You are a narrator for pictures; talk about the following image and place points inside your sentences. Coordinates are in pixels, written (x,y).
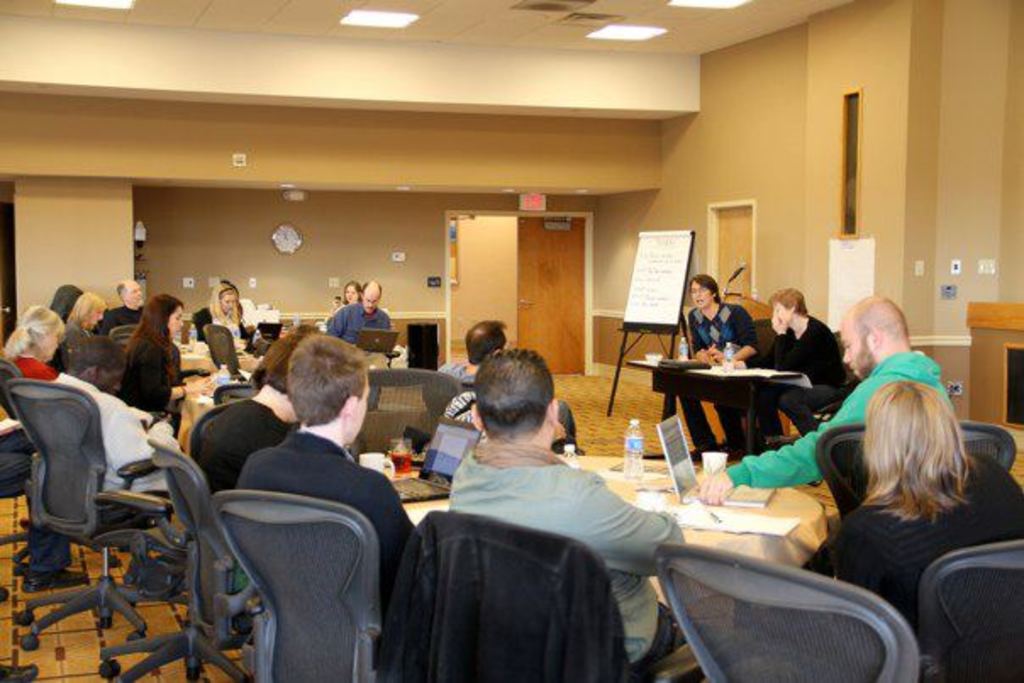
At the top (453,23) we can see ceiling (726,28) and lights (727,5). We can see a clock (291,233) over a wall (418,250). This is a whiteboard (655,289). This is a door (578,273). We can see persons (272,471) sitting on chairs (871,616) in front of a table (802,550) and on the table (647,480) we can see bottle (636,463), laptop (428,488), glasses (409,462), mugs (374,455). This is a floor (159,627).
